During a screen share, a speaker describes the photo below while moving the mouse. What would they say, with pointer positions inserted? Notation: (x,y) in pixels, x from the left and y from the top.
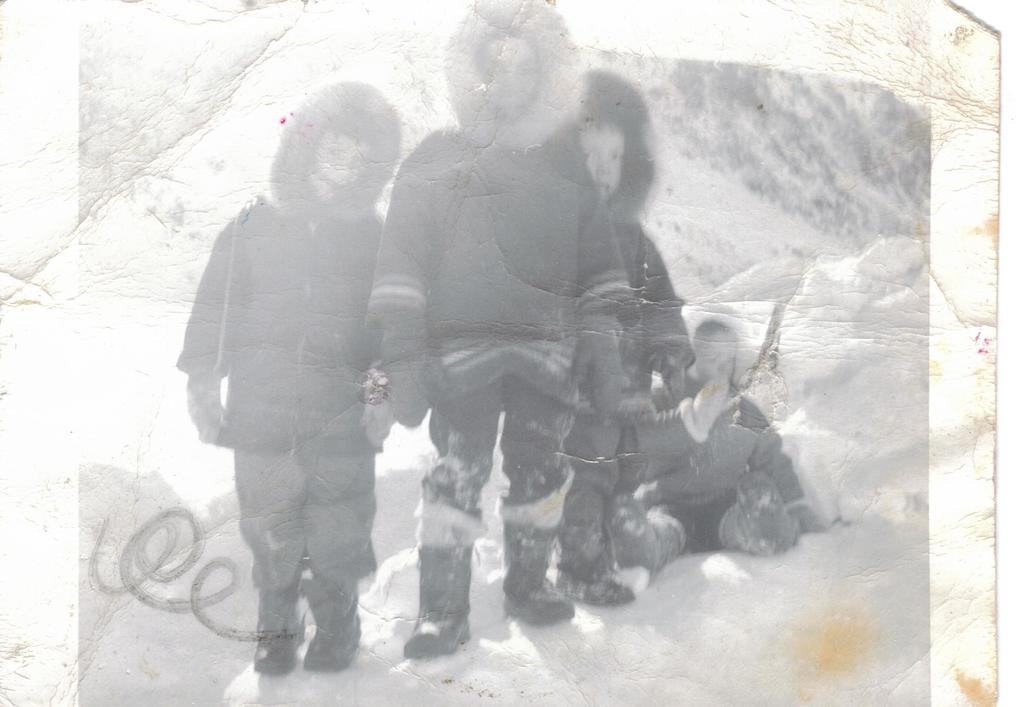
In this image we can see a black and white image. In this image we can see some children (555,404). In the background of the image (754,358) there is a blur background (853,301).
